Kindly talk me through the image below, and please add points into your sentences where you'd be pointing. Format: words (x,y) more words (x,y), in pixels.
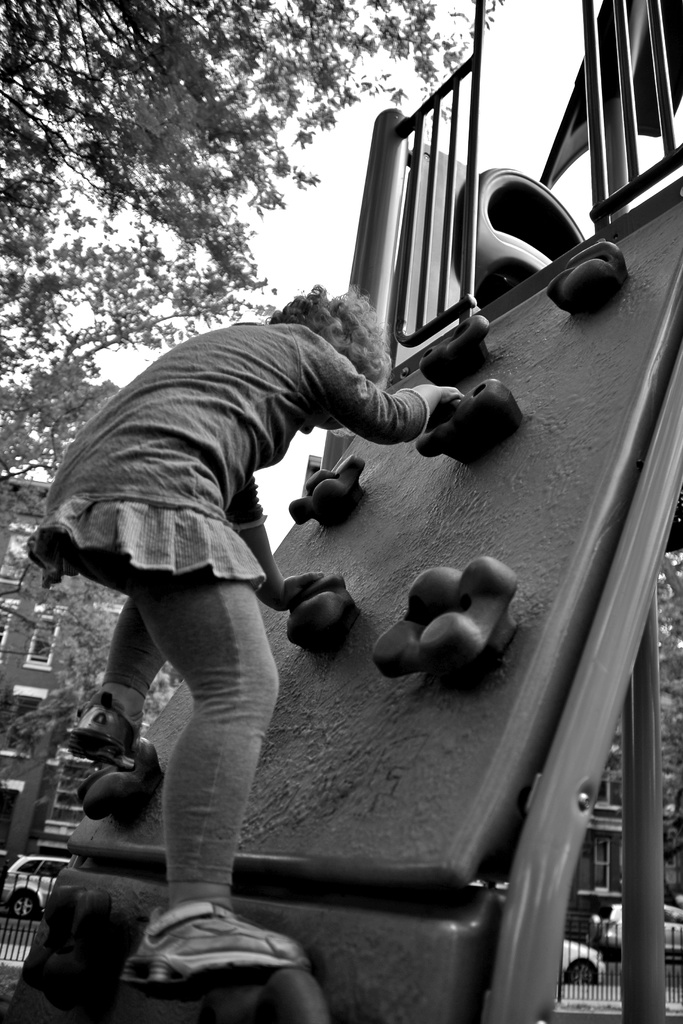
This is the black and white picture of a girl (302,351) climbing a kids slide (461,722), in the back (37,735) there are buildings (32,789) and trees (25,261), vehicles (614,914) going on the road (682,989).
